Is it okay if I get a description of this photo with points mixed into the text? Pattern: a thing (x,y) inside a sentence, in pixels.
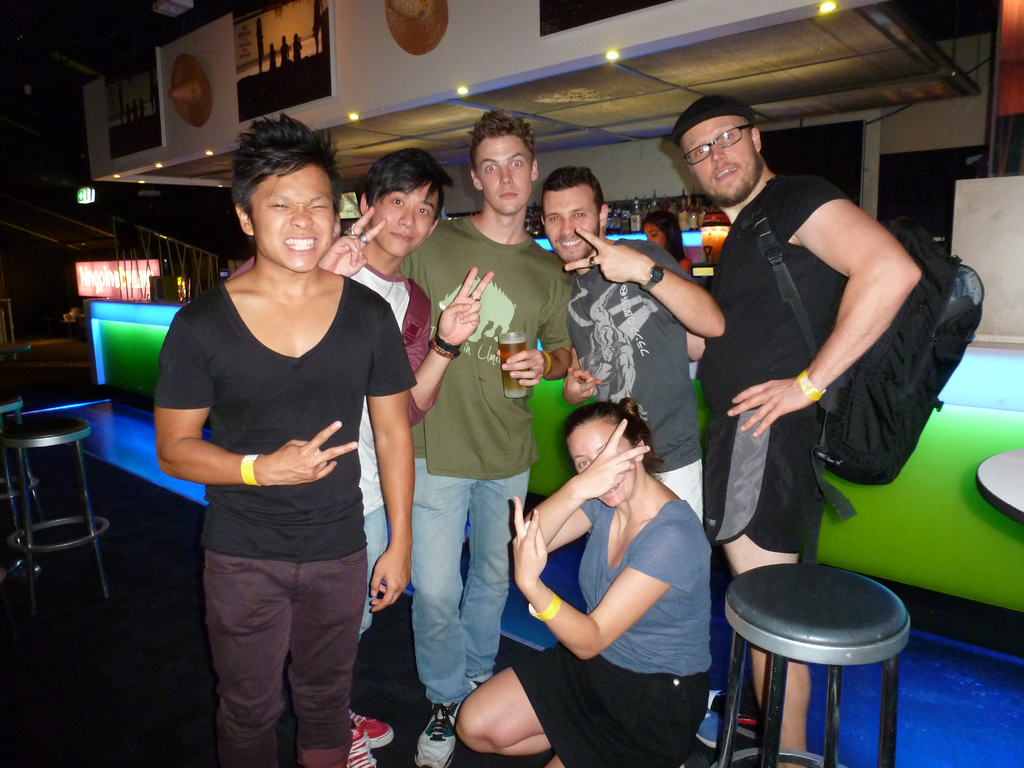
In the picture we can see five men (820,372) are standing on the floor (122,719) and in front of them, we can see a woman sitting on the knee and they all are giving a pose to the camera and besides them, we can see a stool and behind them, we can see a desk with green color light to it and behind it, we can see a woman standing and behind her we can see a wall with rack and full of wine bottles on it and to the ceiling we can see some lights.
